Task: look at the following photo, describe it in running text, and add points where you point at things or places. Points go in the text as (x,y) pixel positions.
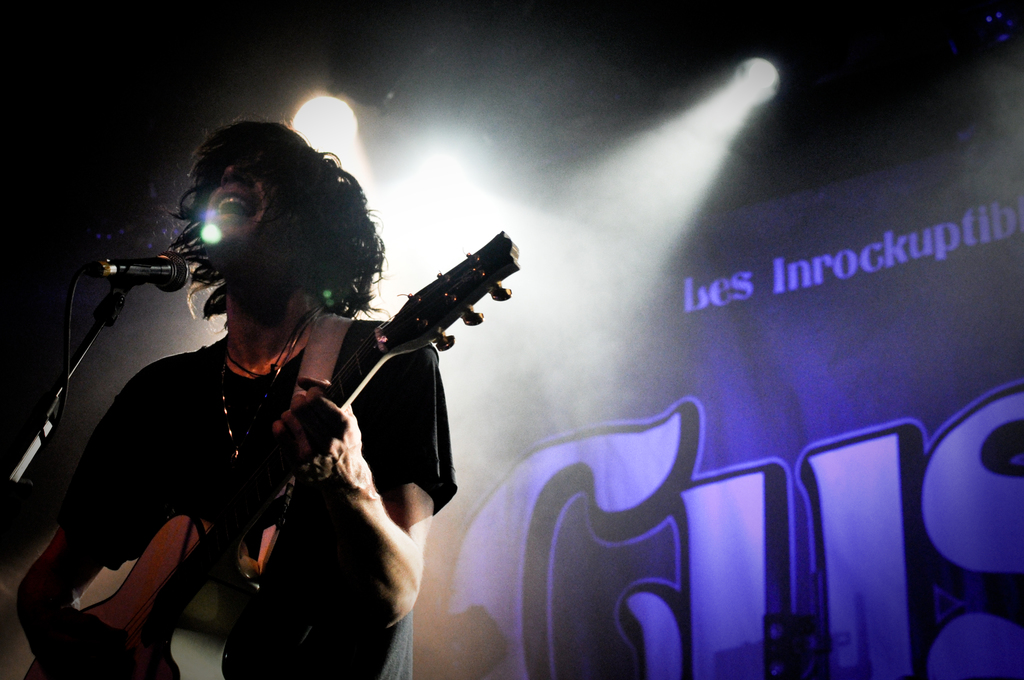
In the image in the left side (290,222) one man (223,357) is singing as his mouth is open. He is playing guitar (153,567). There is mic (145,283) in front of him. In background (689,364) there is a banner (868,365). Lights (727,92) are coming from the background (342,113).
